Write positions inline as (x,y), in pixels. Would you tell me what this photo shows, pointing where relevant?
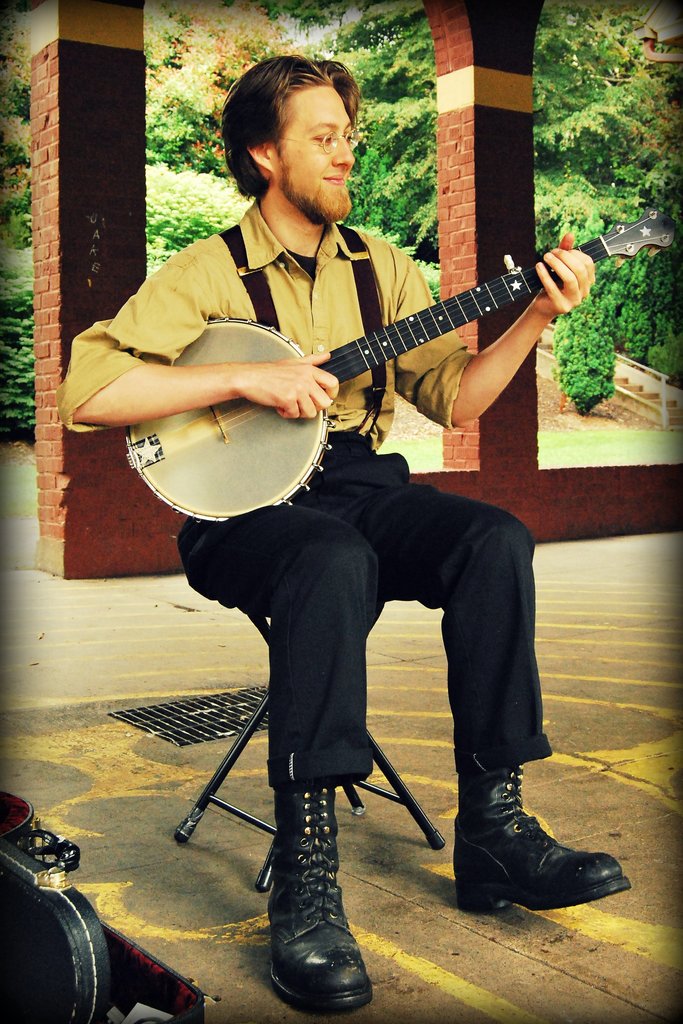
There is man (313,375) sitting in the middle of the image (273,518). He is playing one musical instrument (360,357). He is wearing yellow shirt (184,303) and black pant (503,612) with black boots (516,813). Behind him there are two pillars (103,132). In the background (424,42) there are trees (395,28). The man (302,149) is smiling.
